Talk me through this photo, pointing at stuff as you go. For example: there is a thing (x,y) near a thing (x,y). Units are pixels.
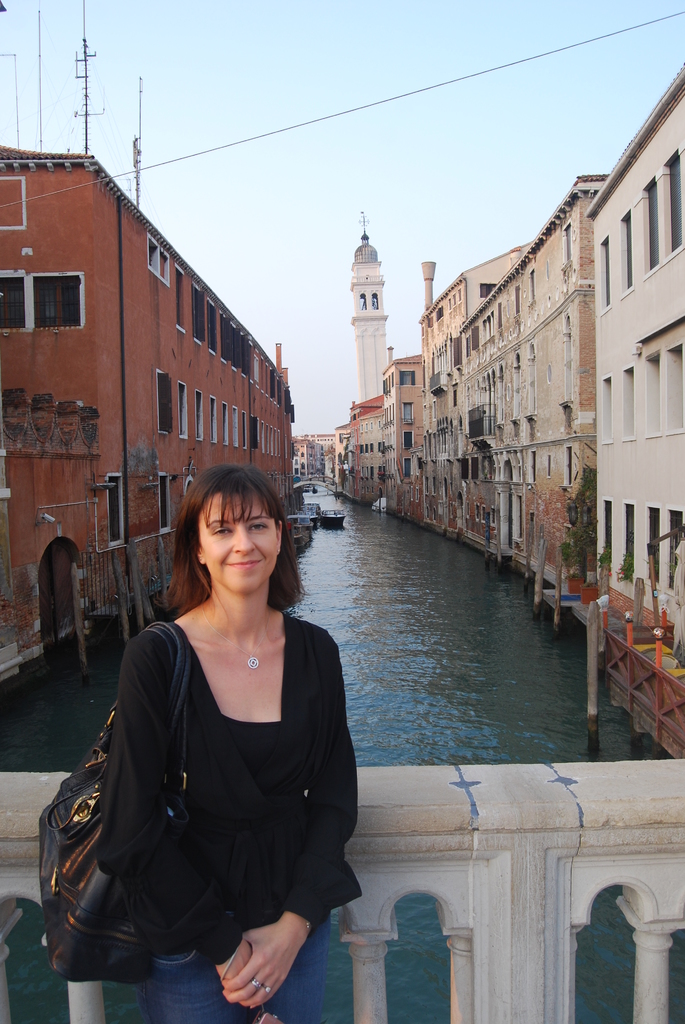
In this picture we can see the buildings (619,381), windows (645,403), wall (645,403), poles (40,22), boats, water (451,607), bridge (570,858). At the bottom of the image (511,809) we can see a bridge (548,859). On the left side of the image (153,739) we can see a lady (303,676) is standing and carrying a bag (184,739). At the top of the image (319,123) we can see the sky (365,123).
